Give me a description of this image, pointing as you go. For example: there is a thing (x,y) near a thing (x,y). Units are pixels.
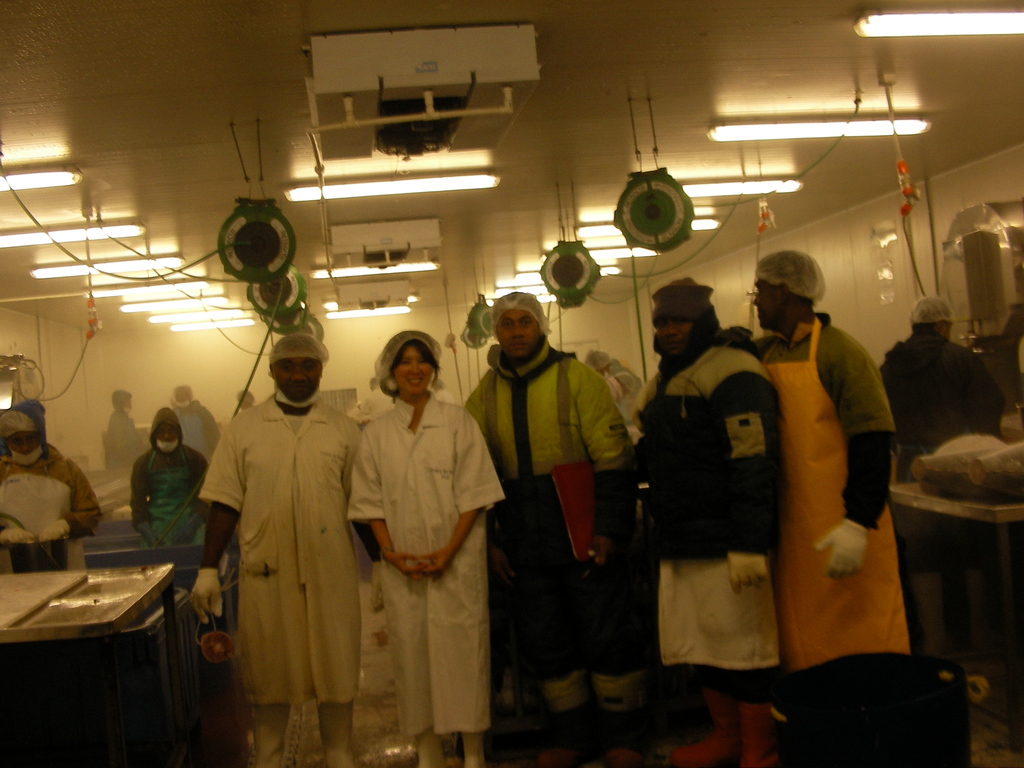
In this image, we can see people (280,450) wearing coats (603,527) and caps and some are wearing gloves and masks (23,456). In the background (351,192), there are lights (334,189) and we can see boards (347,245) and some other objects (89,561) and stands (103,597) and there is a wall (948,198).
